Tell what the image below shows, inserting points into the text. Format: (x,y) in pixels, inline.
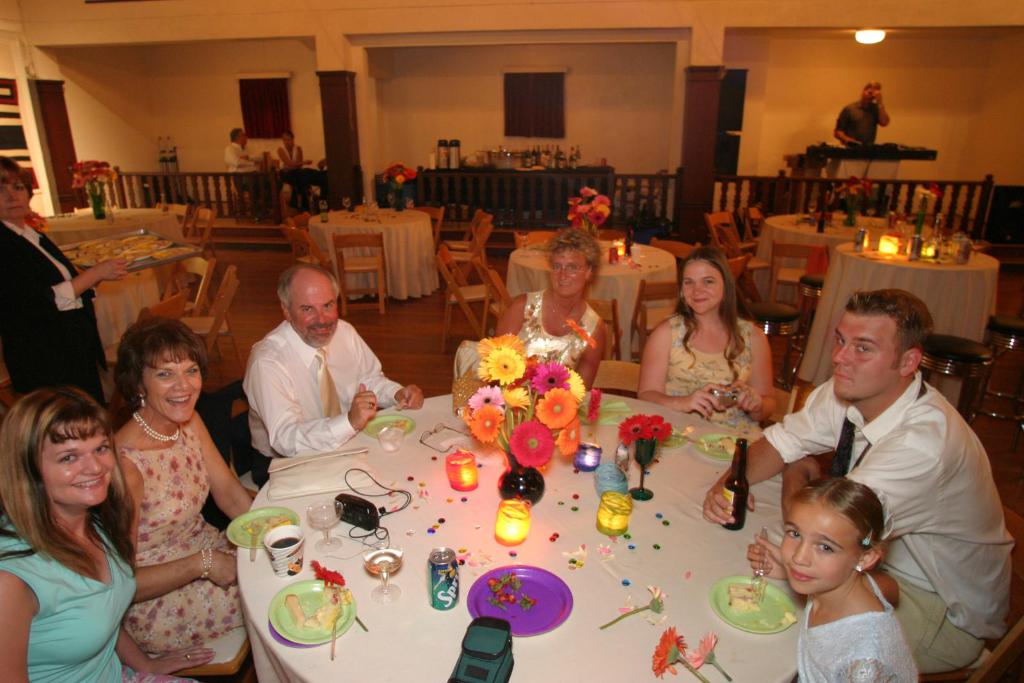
There are so many people (817,453) sitting in a chair (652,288) in front of a table (539,550) where there is food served in table (719,559) and some candles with the flower vase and behind them there are so many people (16,175) and so many tables (973,293) and chairs (304,240).
